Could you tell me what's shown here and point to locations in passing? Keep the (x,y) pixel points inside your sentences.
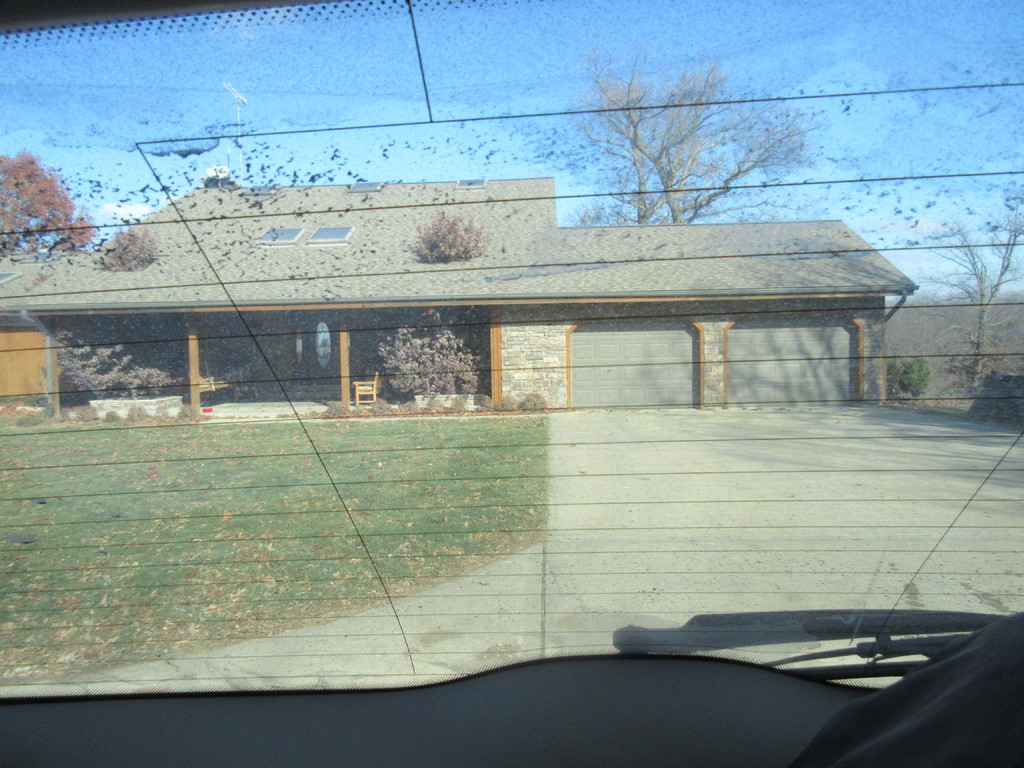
In this image we can see the car back window (660,600) through which we can see the grass (57,546), house (500,395), trees (459,393) and the blue sky (983,57) in the background (558,39).
